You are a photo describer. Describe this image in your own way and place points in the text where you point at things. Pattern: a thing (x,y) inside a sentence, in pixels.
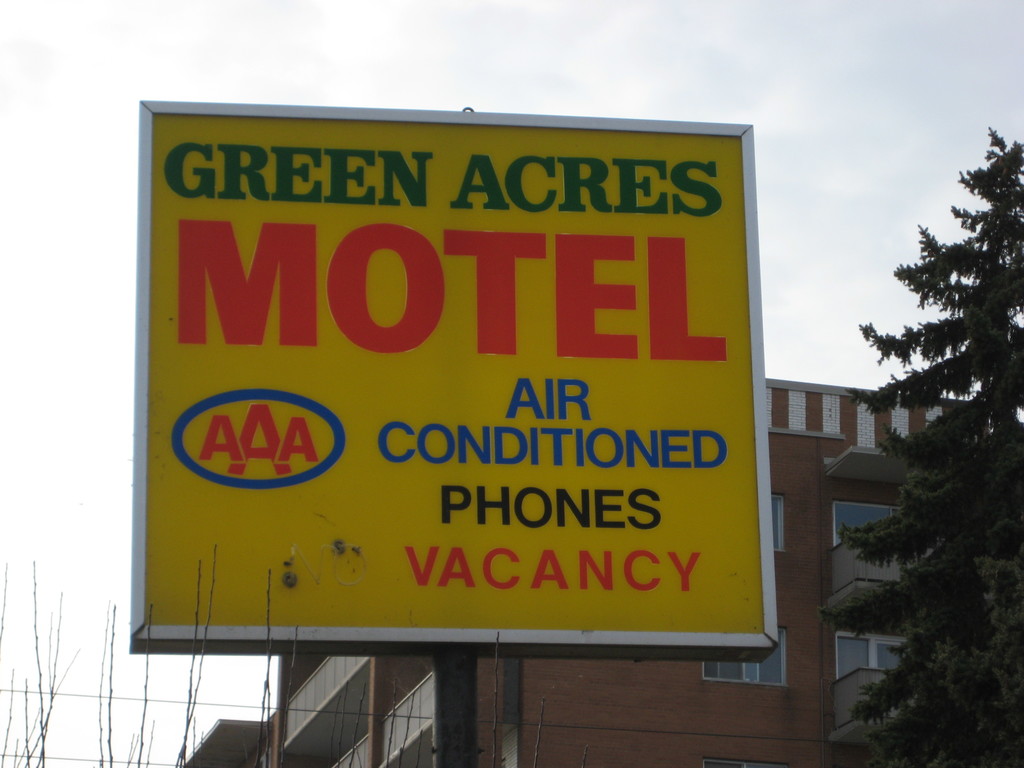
In this image at front (643,326) there is a board (290,344) and at the back side (550,721) there are buildings (877,462), trees (967,314) and sky (810,97).
